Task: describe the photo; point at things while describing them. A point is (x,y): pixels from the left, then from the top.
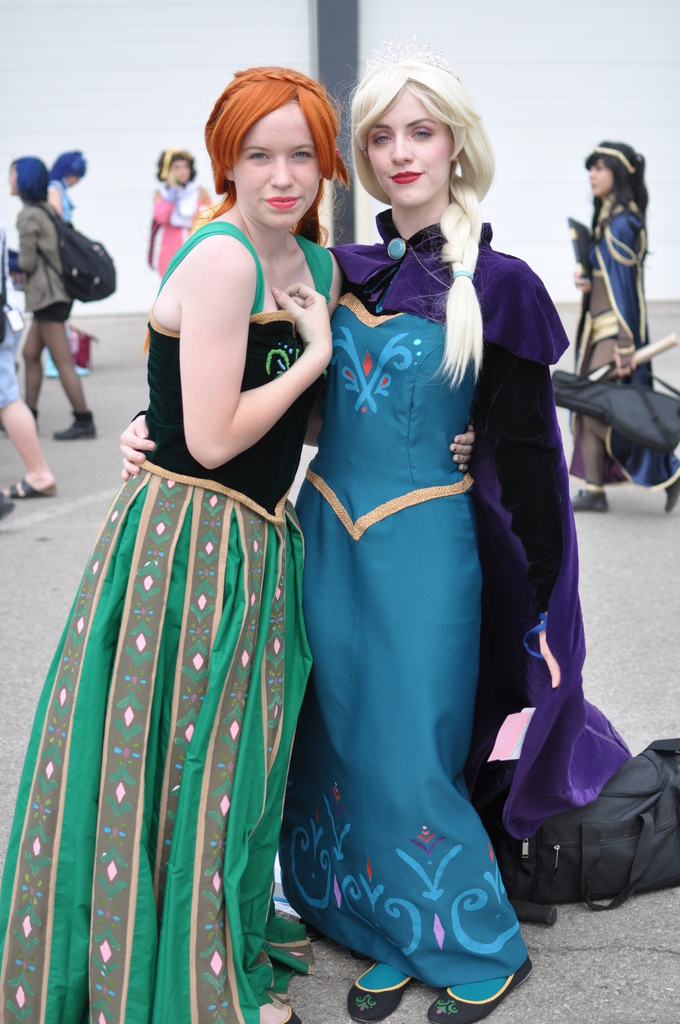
This image consists of two women (336,285). On the right (611,857), we can see a bag (620,860) kept on the road (618,950). In the background (50,274), there are many people (52,195). At the bottom (599,698), there is a road (47,584). And we can see a wall (226,22) in the background (547,91) in white color.
